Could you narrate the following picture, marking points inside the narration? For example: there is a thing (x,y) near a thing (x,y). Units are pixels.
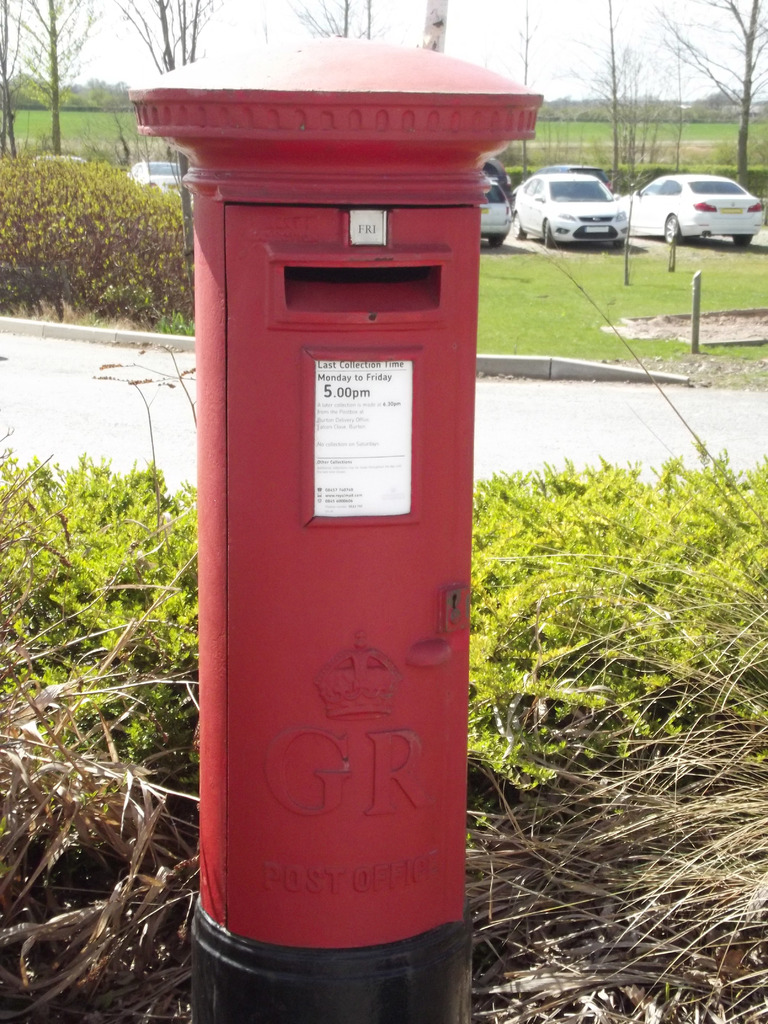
In this image, I can see a post box (310,935), plants (580,547), grass (612,868) and a pathway (542,407). In the background (499,229), there are cars (556,221), trees (52,50) and the sky (559,56).
